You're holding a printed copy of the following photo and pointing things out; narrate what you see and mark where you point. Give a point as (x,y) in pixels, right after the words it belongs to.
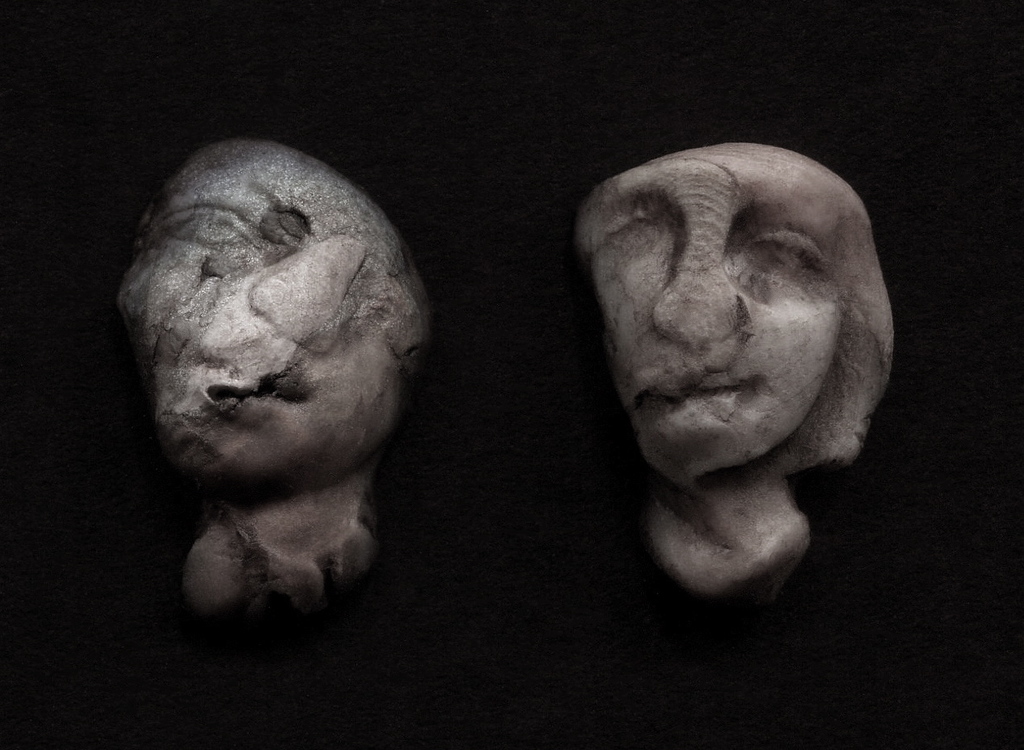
In this image we can see sculptures (339,401). In the background (511,397) the image is dark.
